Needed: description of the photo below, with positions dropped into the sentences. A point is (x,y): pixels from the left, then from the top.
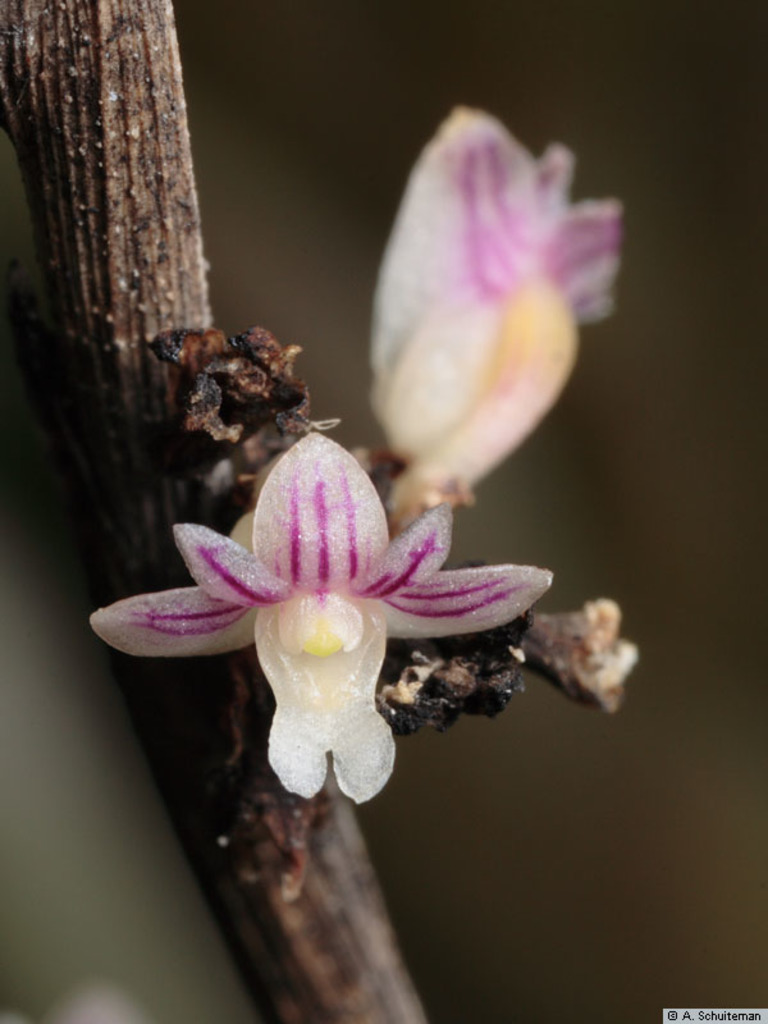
In this image I can see a flower (380,636) in white and pink color on the branch (162,95) and I can see dark background (714,996).
